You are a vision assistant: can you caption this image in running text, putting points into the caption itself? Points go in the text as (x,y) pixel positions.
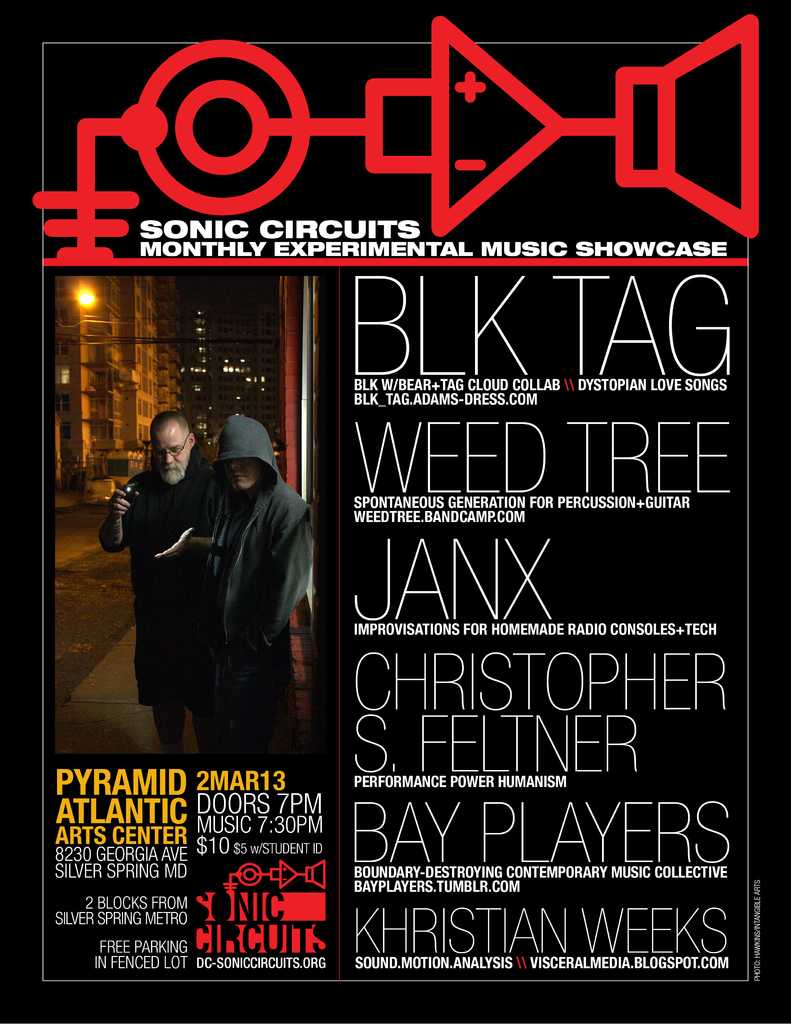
This is a poster and in this poster we can see two men (264,657) standing on a footpath (126,735), building (182,379), lights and some text (388,598).
